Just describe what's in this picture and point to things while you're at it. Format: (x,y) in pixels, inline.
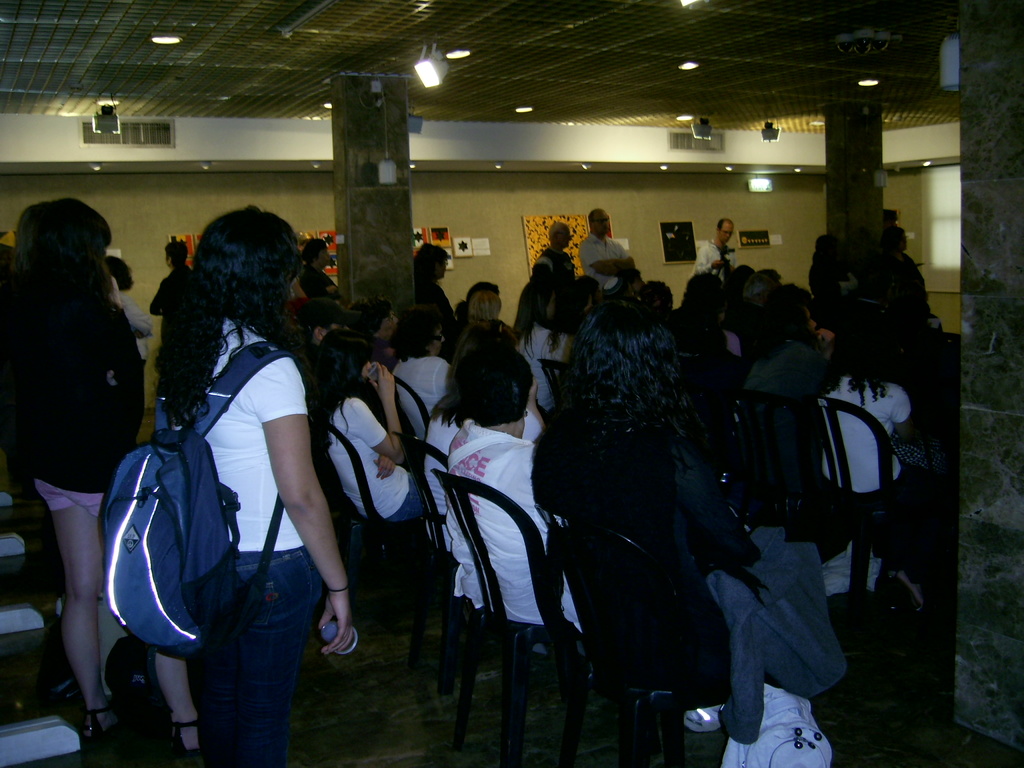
In this image we can see some people (676,434) sitting on the chairs (374,521) and some are standing on the floor (422,691). In the background (447,185) we can see electric lights (798,170) on the roof (458,104) and wall hangings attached to the walls (131,228).
